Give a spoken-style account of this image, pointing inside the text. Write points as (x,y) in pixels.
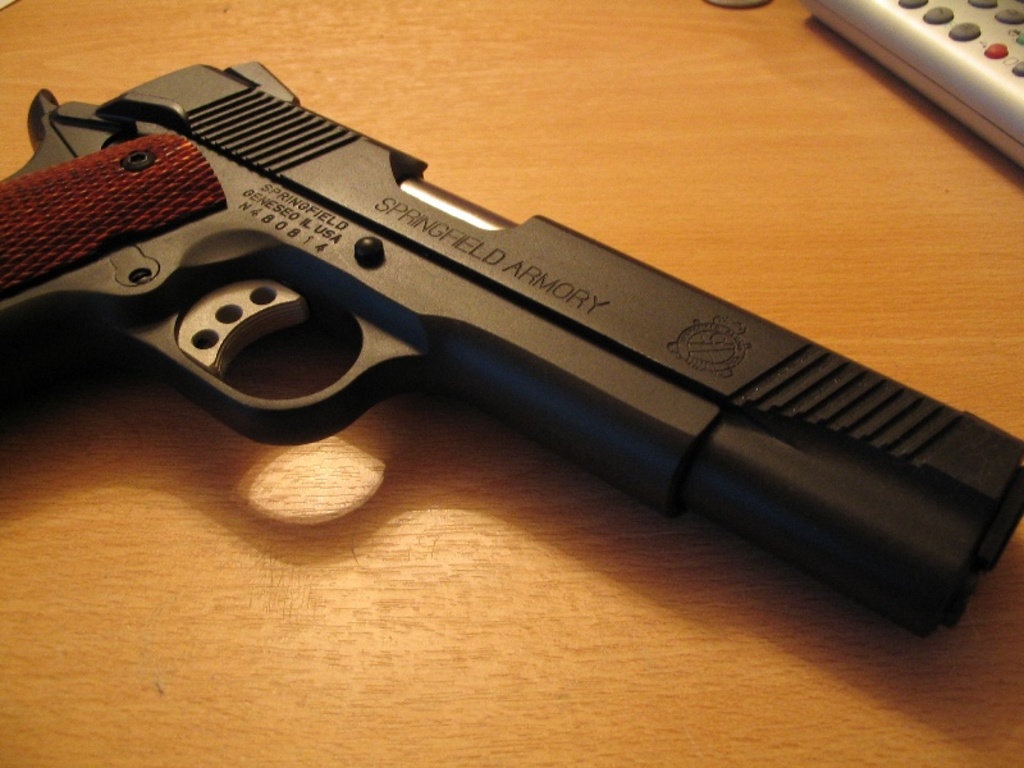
Here I can see a table (392,670) on which a black color gun (417,304) and a remote (914,44) are placed.
